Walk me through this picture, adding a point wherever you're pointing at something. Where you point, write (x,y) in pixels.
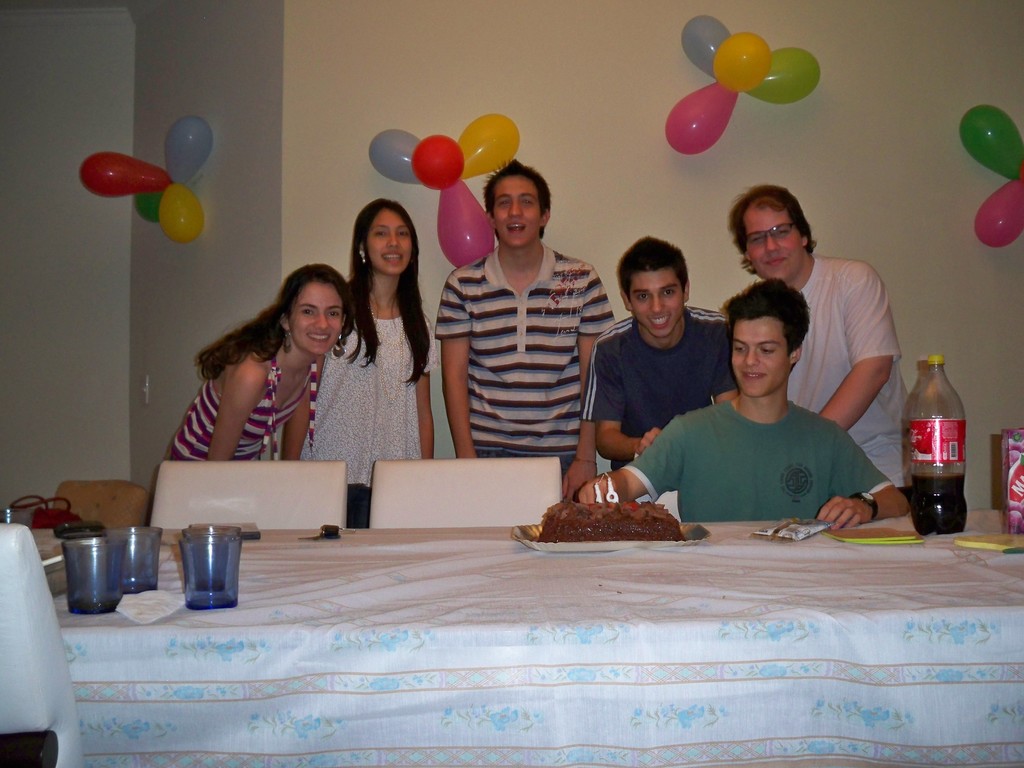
In this picture we can see a group of people (406,389) where some are standing and one man (757,311) is sitting and they are smiling and in front of them there is table (180,546) and on table (163,556) we can see glasses (205,542), tissue paper (170,592), bottle (934,472), tin (1006,452), cake (615,534) and in background (302,125) we can see wall (335,128) with balloons (786,73).
